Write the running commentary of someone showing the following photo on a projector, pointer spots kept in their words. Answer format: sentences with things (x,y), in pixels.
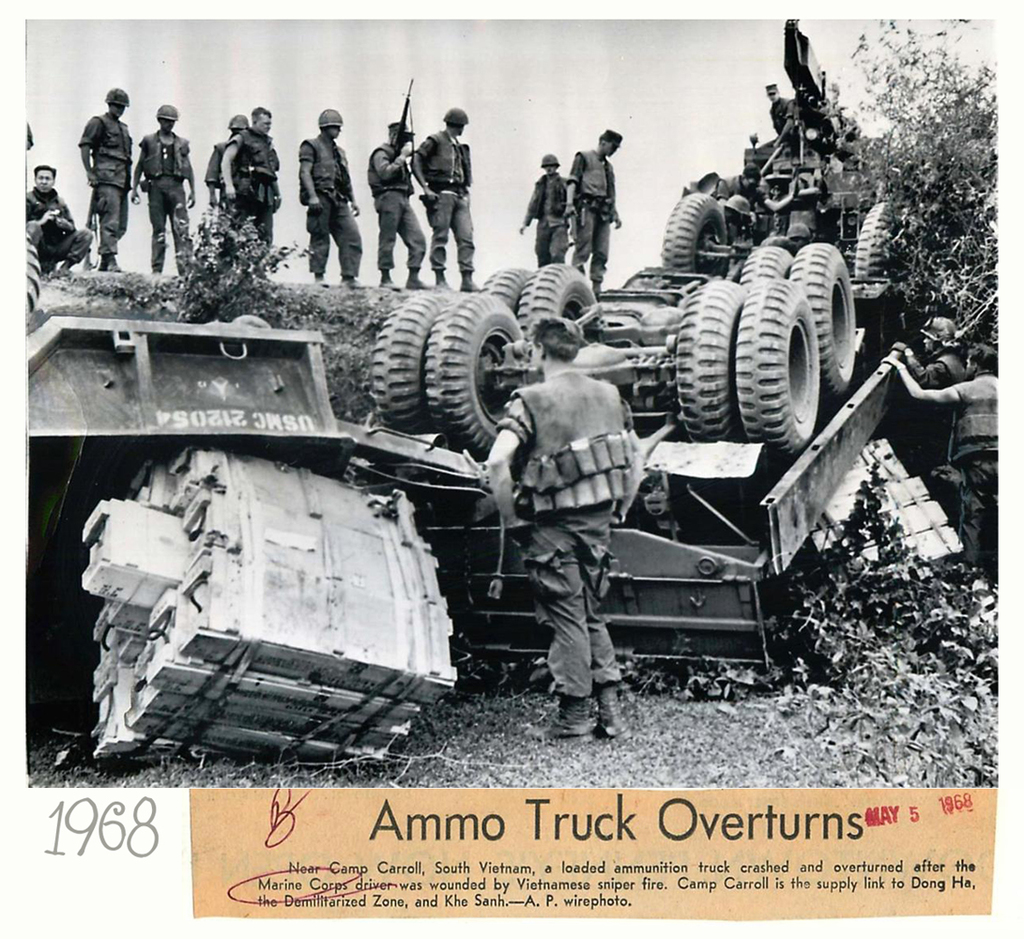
It is a black and white image, a vehicle (618,529) got damaged. Few men (581,266) they wore bullet proof jackets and looking at this. There are plants (958,128) on the right side of an image (940,148).
